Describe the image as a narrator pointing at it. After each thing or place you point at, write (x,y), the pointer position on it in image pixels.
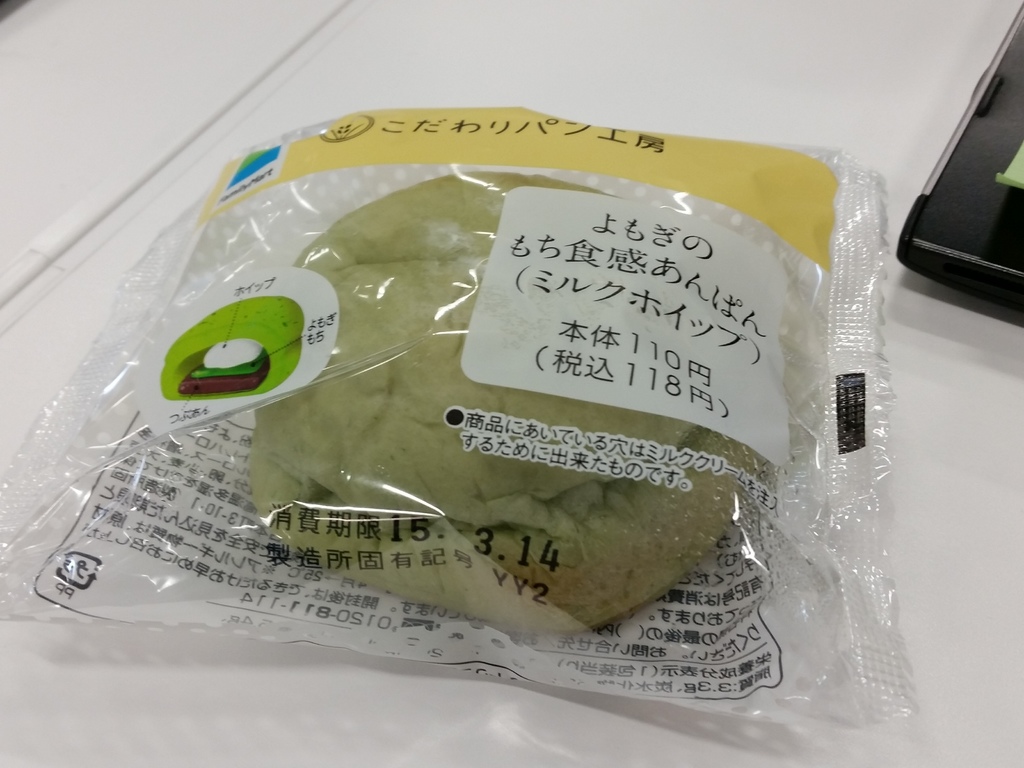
In this picture there is an object (440,458) placed in a cover (575,550) which has something written on it and there is a black color object (948,222) in the right top corner (990,175).
